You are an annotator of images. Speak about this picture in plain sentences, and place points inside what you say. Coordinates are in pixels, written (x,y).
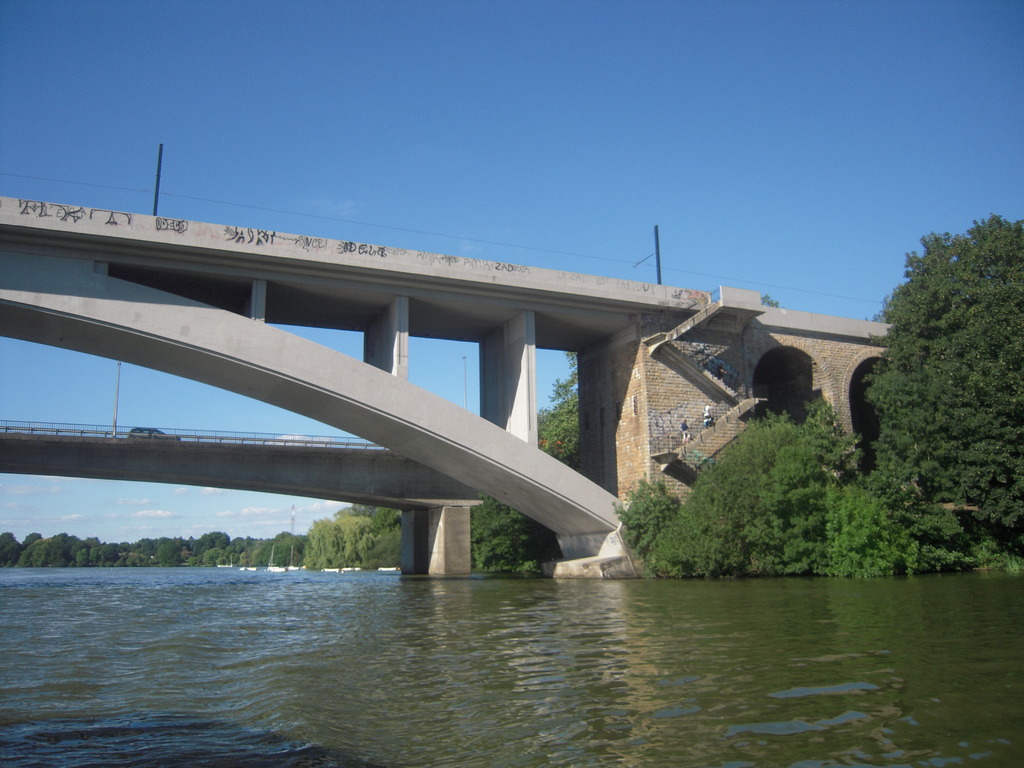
In the foreground of the picture (59,602) there is a water body (318,621). In the center of the picture (626,499) there are trees (857,514), staircases (720,389), people (725,371), bridges (212,436) and vehicle (147,437). In the background (228,545) there are trees (376,545) and boats (388,568). At the top (172,196) there are current poles (158,168) and cable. Sky (452,142) is sunny.
